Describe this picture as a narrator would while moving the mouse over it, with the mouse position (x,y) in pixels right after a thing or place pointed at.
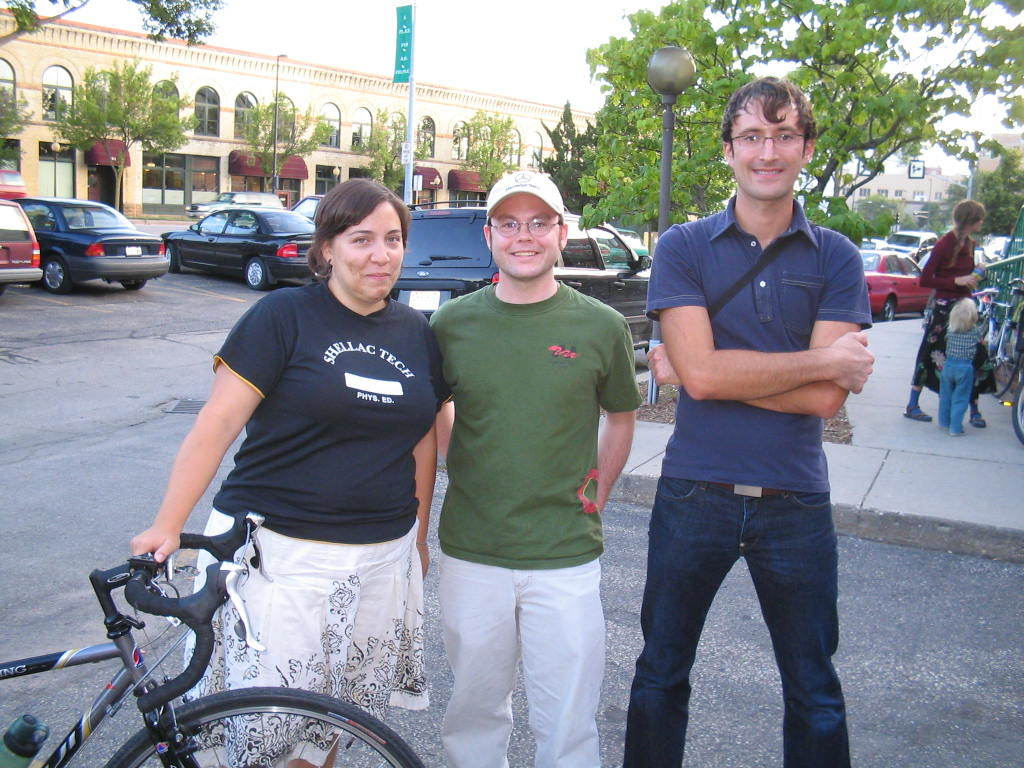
In this image I can see a few people (303,330) standing and one person (190,465) is holding bicycle (142,686). Back I can see few cars (54,241) on the road (127,310). I can see a buildings (191,97), glass windows (200,116), trees (707,203), signboard (409,38) and light-pole (412,70). The sky (481,30) is in white color.
